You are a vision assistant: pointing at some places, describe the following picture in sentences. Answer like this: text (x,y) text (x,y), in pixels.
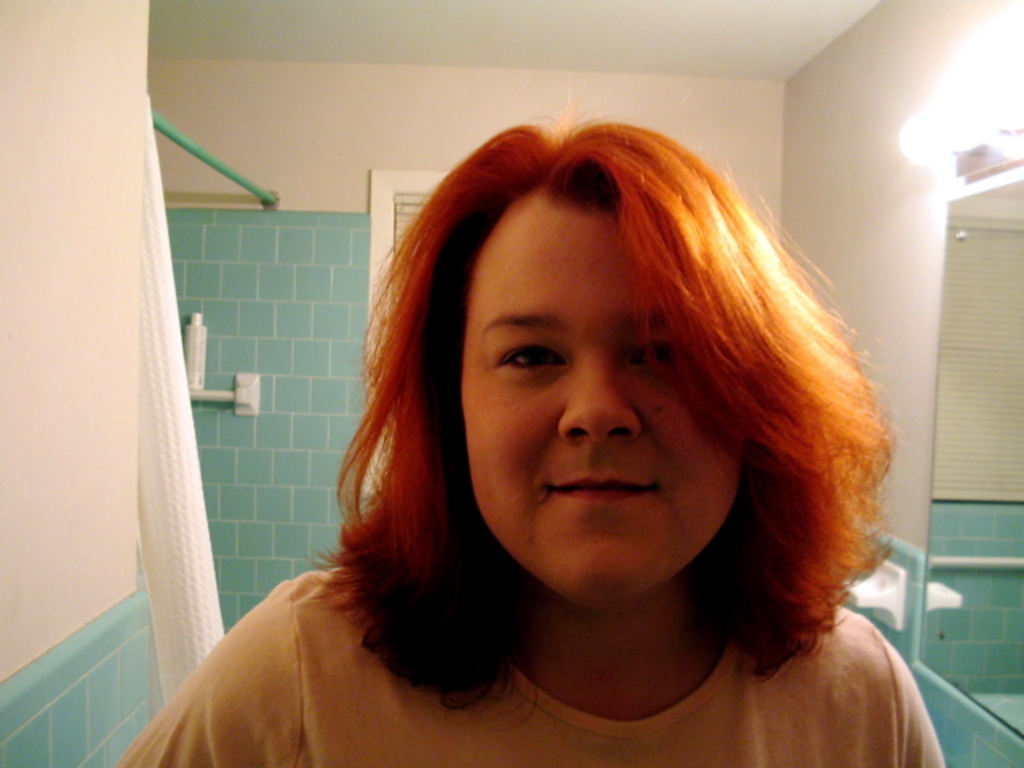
In this image I can see the person (475,702) wearing the dress (601,754). To the right (923,633) I can see the mirror (941,352) and the light (935,155) to the wall (802,214). To the left (199,358) I can see the bottle (196,375) and the curtain (161,456).
